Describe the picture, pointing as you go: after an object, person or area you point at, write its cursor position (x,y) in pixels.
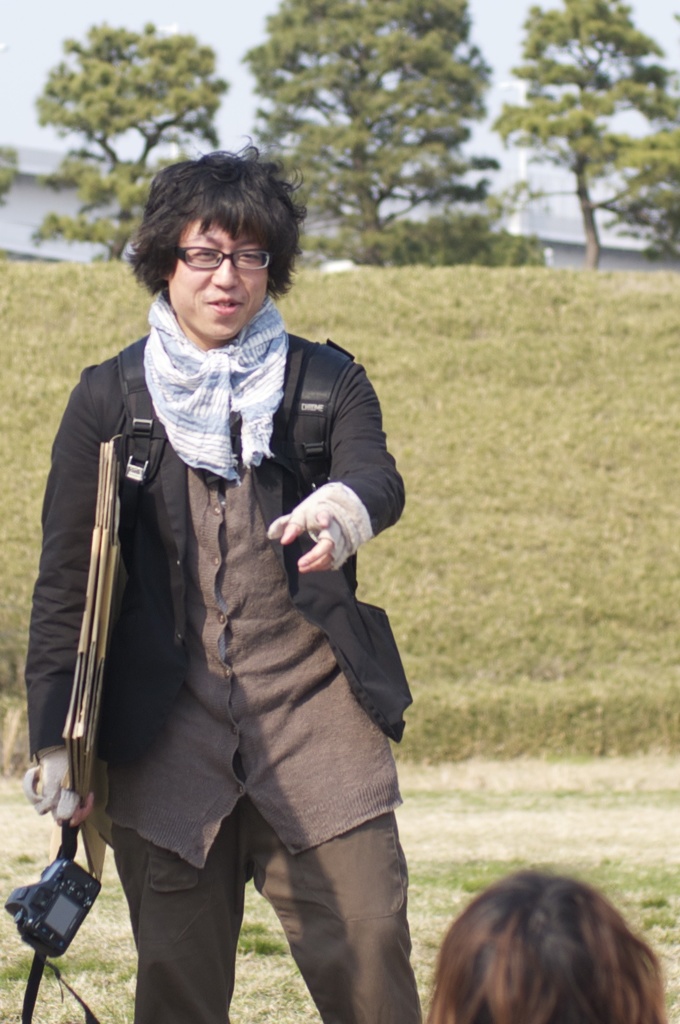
At left side of the image (142,580) we can see a person (108,709) standing, wearing clothes (173,603), spectacles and the person (142,625) is holding a device (57,909) in the hands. Everywhere there is grass (527,468), trees (291,177) and a sky (35,32).
